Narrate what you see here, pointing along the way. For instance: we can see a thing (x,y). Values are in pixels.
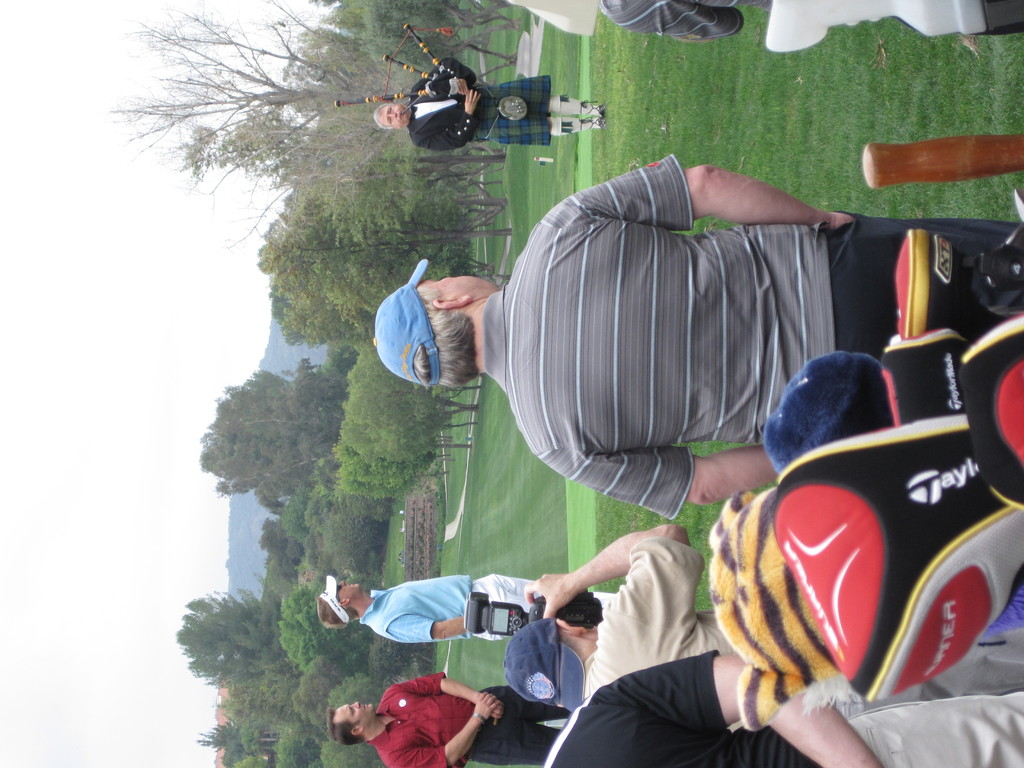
In the image there is a person (431,122) performing some activity and in front of him, the crowd (655,364) is watching and all of them are standing on the land (742,106) covered with grass (695,160), in the background (312,425) there are many trees (245,607) and behind the trees (291,755) there is a mountain (235,509).
